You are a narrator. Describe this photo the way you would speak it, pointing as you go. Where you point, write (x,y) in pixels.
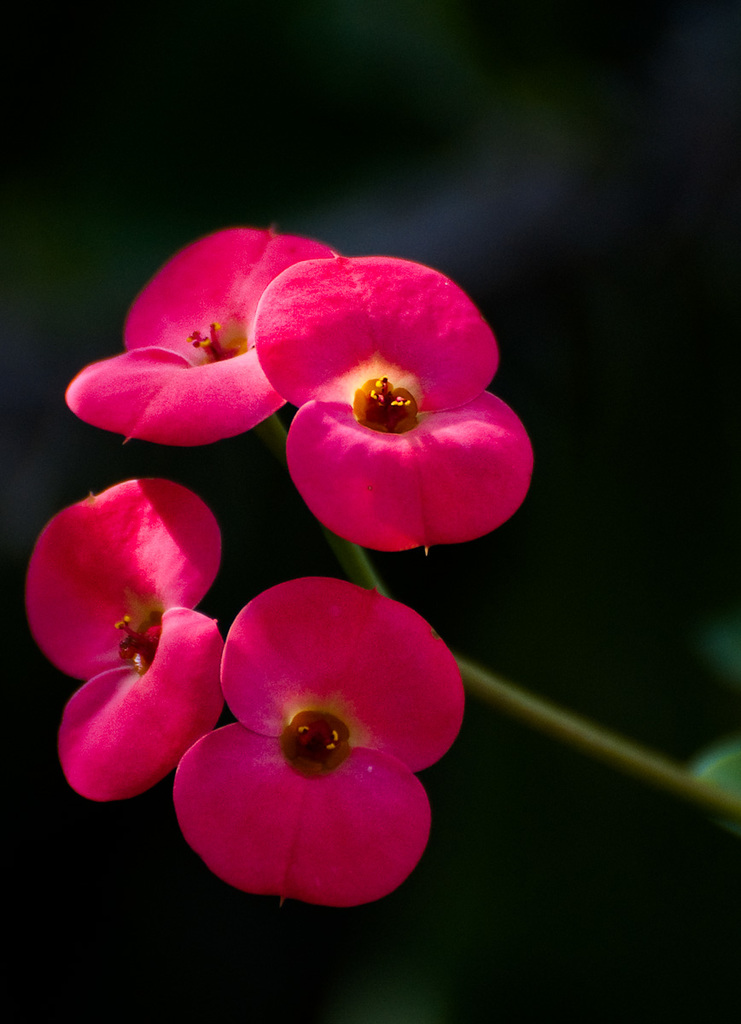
In this image, we can see some flowers (514,442) and the blurred background (651,94).
